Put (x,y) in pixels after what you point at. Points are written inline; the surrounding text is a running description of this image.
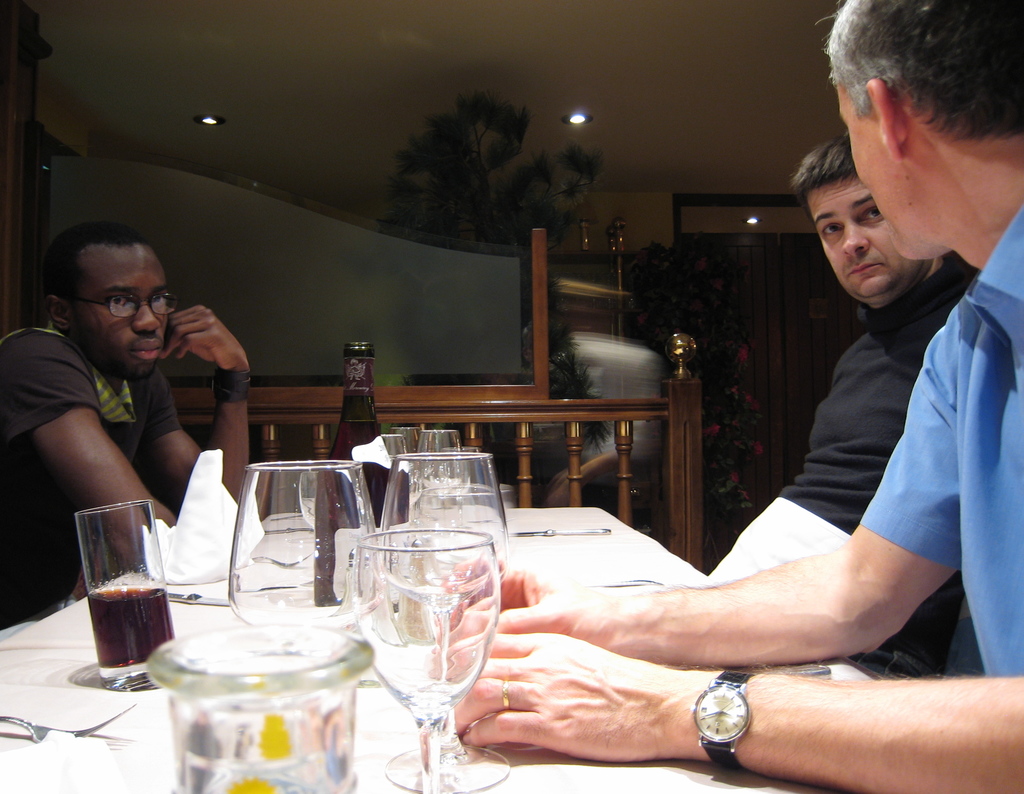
In this picture we can see three persons (856,717) sitting on the chairs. This is the table (529,511). On the table (554,519) there are some glasses (326,572). And this is the bottle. On the background (304,303) we can see the wall (289,215) and these are the lights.
